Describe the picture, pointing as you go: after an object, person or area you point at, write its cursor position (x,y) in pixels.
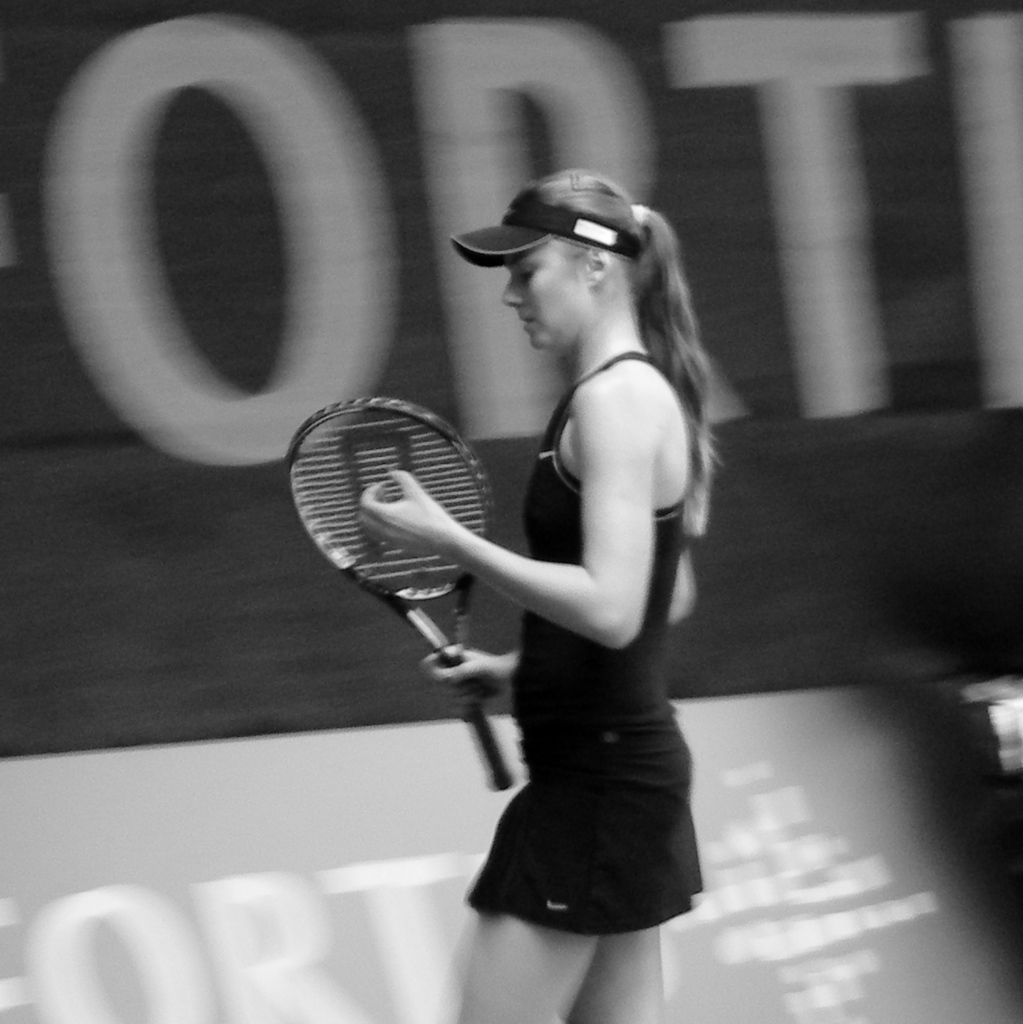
In this image there is one woman (562,276) who is standing and looking at racket (447,661) and she is holding a racket (473,715) on the back ground of the image (219,353) there is one wall (779,168) and the woman (512,867) is wearing a cap (535,229) that is black in color.
